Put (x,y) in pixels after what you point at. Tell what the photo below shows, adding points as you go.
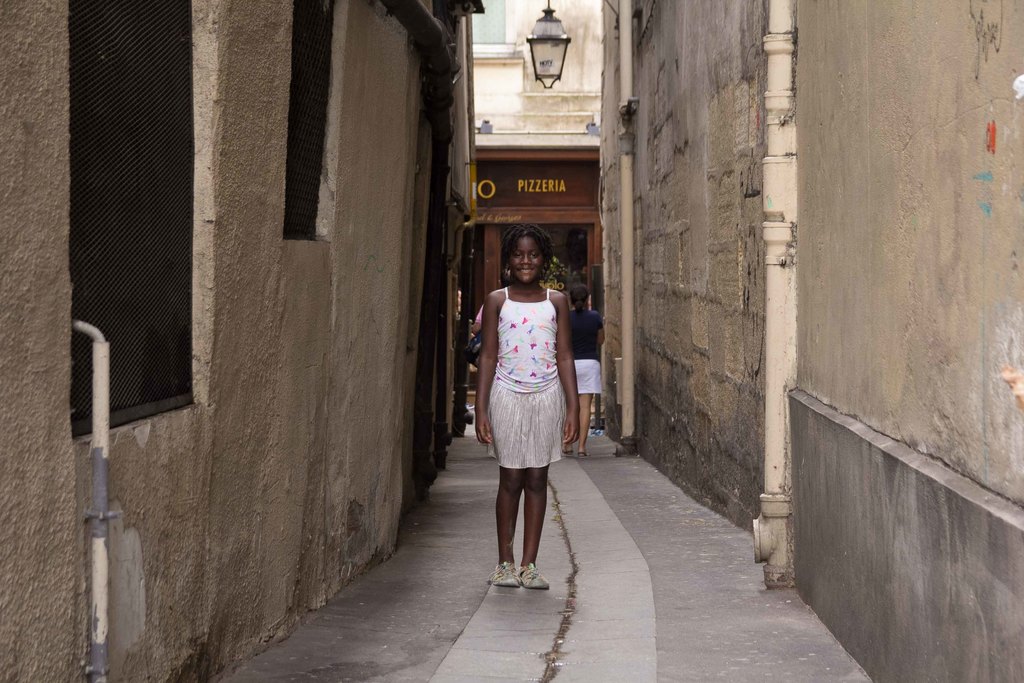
In the center of the image (572,405) we can see people (572,405). In the background (585,222) there are buildings (741,215) and we can see a board (510,188).
